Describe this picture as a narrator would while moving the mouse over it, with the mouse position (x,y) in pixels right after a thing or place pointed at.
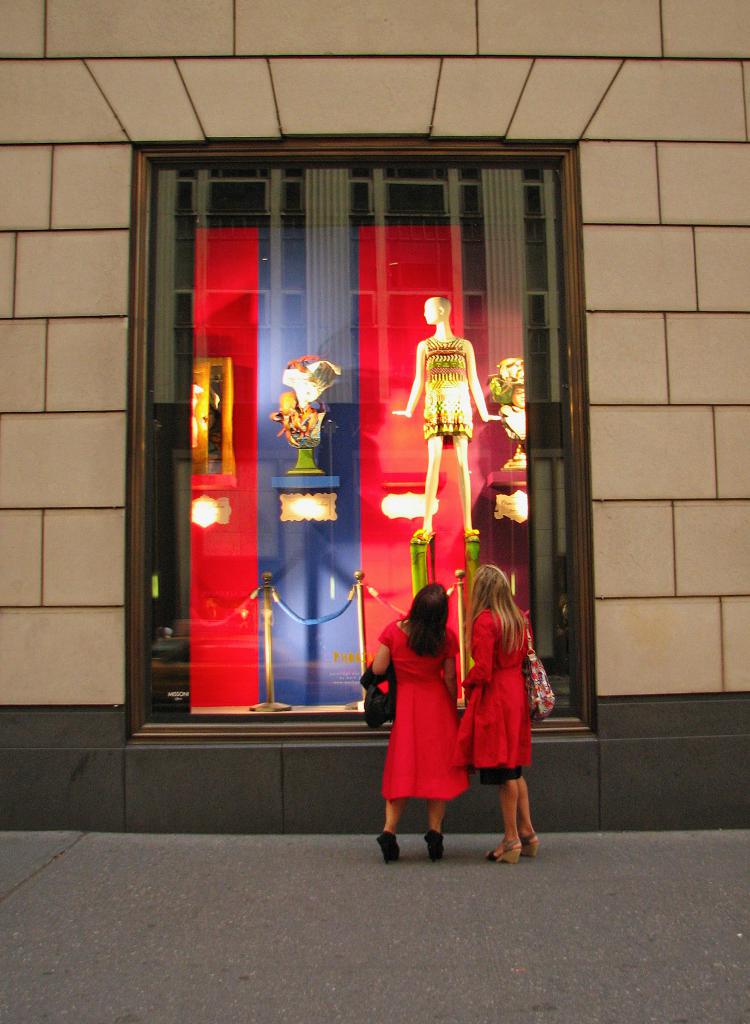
In this picture we can see there are two women (452,683) in the red dresses (475,667) are standing on the floor (357,851). In front of the women (451,716) there is the wall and there are poles (464,667) with ropes (383,604), a mannequin (458,420) and some objects (312,396) in the transparent glass object (499,326).
